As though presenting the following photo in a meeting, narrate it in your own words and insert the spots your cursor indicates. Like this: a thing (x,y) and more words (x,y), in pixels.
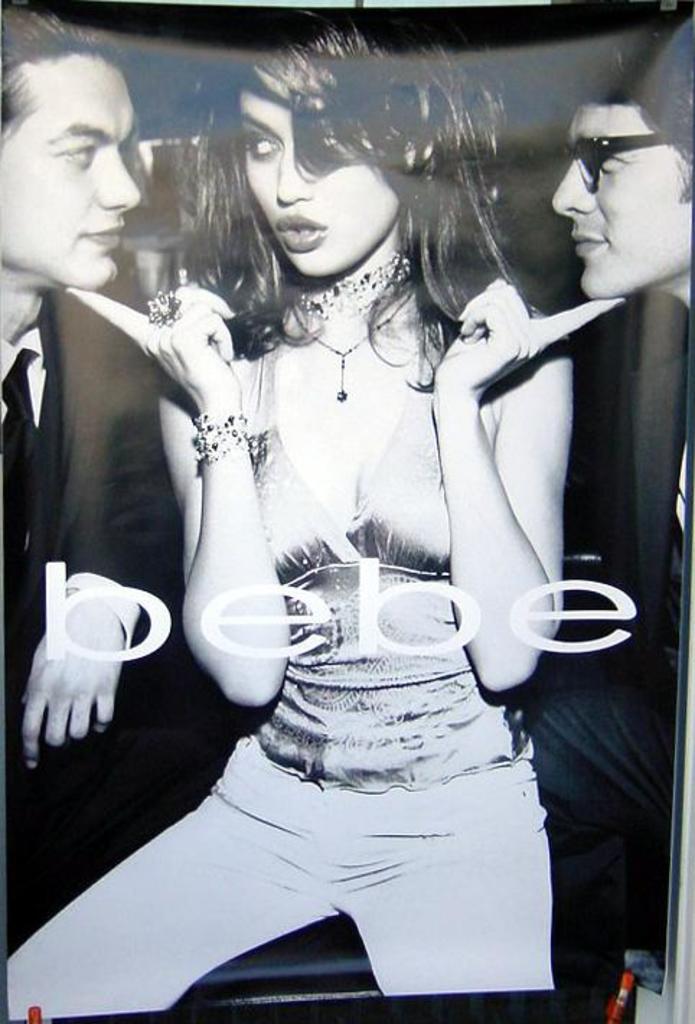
It is a black and white image. In this image we can see a poster (176,530) with the woman (421,853) and also two men (9,524). We can also see the text (62,629).
